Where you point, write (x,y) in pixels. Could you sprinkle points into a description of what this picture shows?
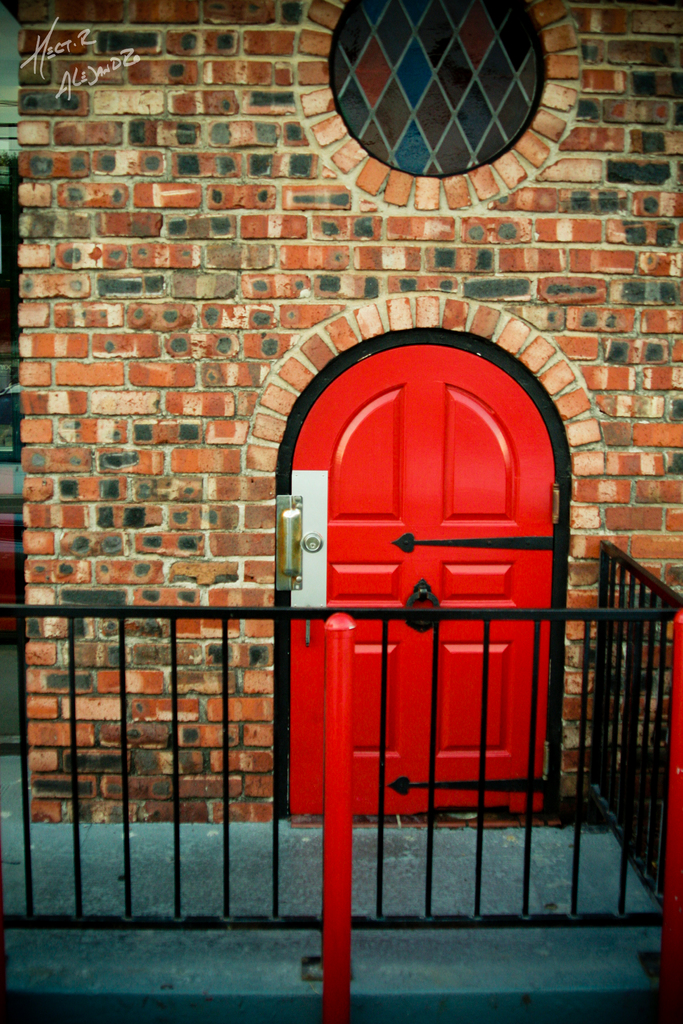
I think this is a building (171,456), which is built with the bricks (602,258). This is a door (354,541), which is red in color. I can see a window (461,143). This looks like an iron grill (627,687). This is a watermark (70,84) on the image.
